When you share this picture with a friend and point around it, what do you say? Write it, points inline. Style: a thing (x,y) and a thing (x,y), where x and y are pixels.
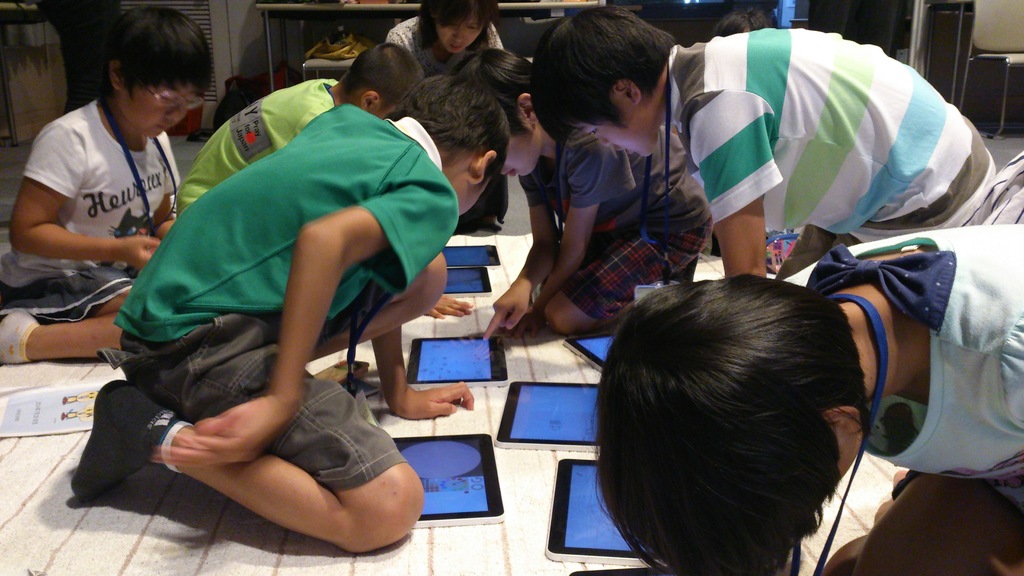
In this image we can see children (566,291) sitting and there are tablets (512,385) placed on the floor (486,543). In the background (594,4) there is a table (391,6). On the right (984,55) we can see a chair (977,46) and there are some objects (318,42). On the left (57,414) there is a book (48,412).
